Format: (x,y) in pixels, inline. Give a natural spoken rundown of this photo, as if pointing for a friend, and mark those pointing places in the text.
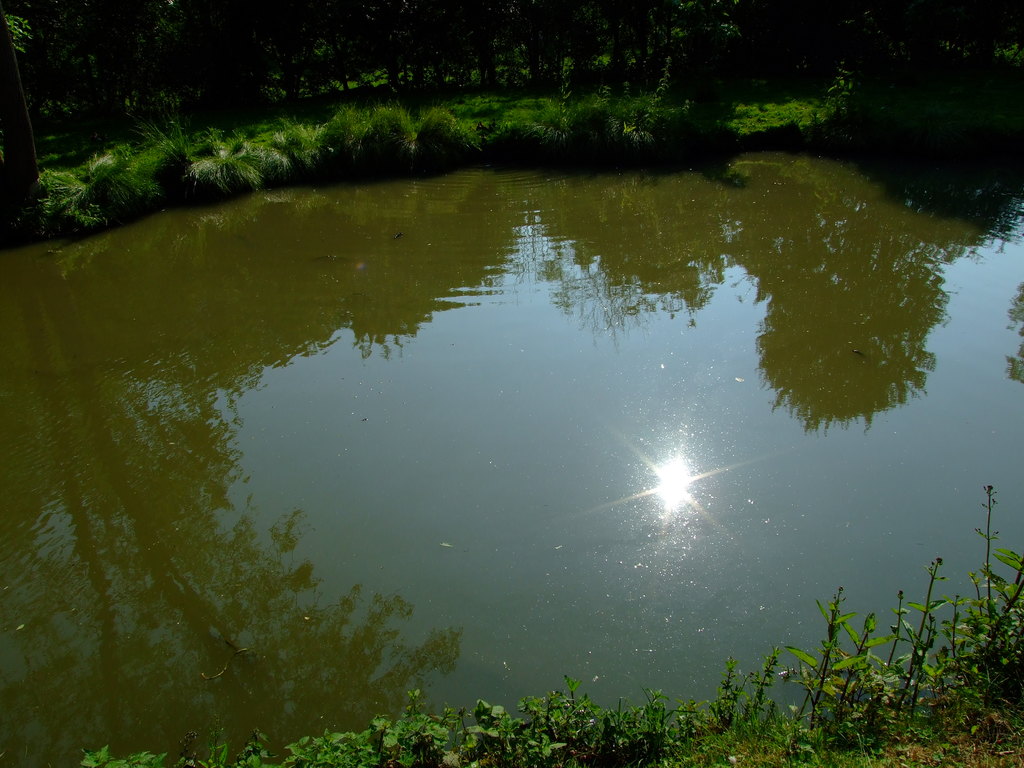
In the foreground of this image (605,690), there is a pond (701,663) and around it, there is greenery (108,89). There is the sun (661,480) in the water reflection (625,491).
